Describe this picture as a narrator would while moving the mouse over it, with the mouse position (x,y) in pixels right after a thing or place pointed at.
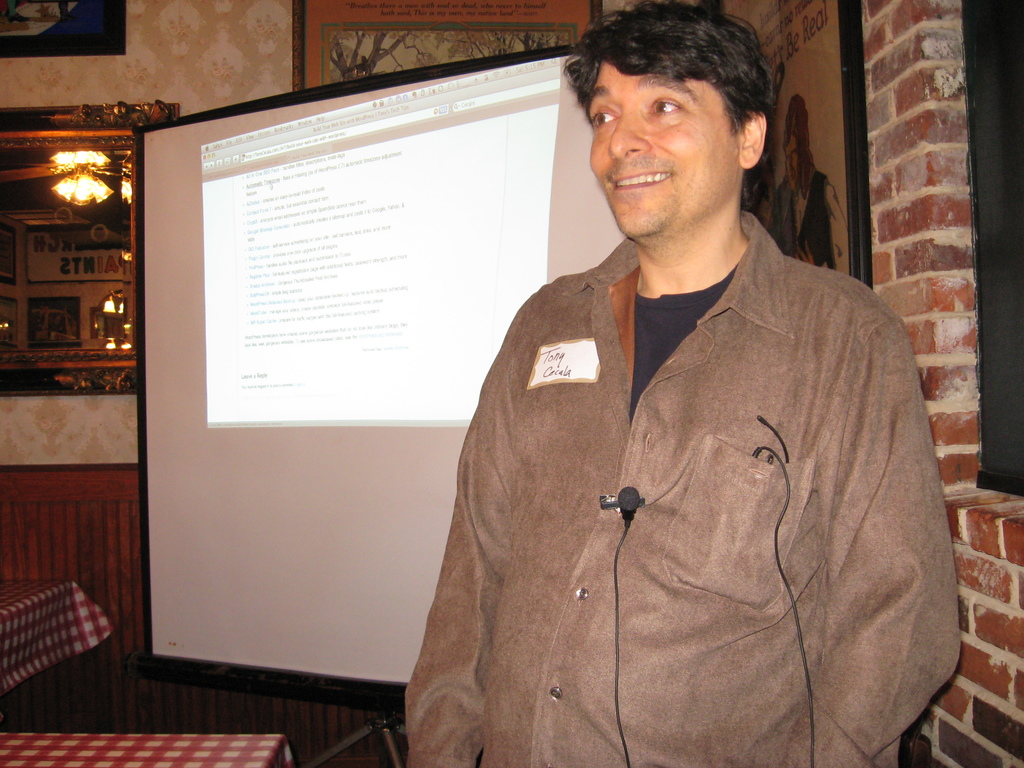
In the image we can see there is a person (685,268) standing and there is a mic (616,506) attached to his shirt (647,505). There is a projector screen (367,343) kept on the stand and there is a mirror (50,351) on the wall (103,591).
